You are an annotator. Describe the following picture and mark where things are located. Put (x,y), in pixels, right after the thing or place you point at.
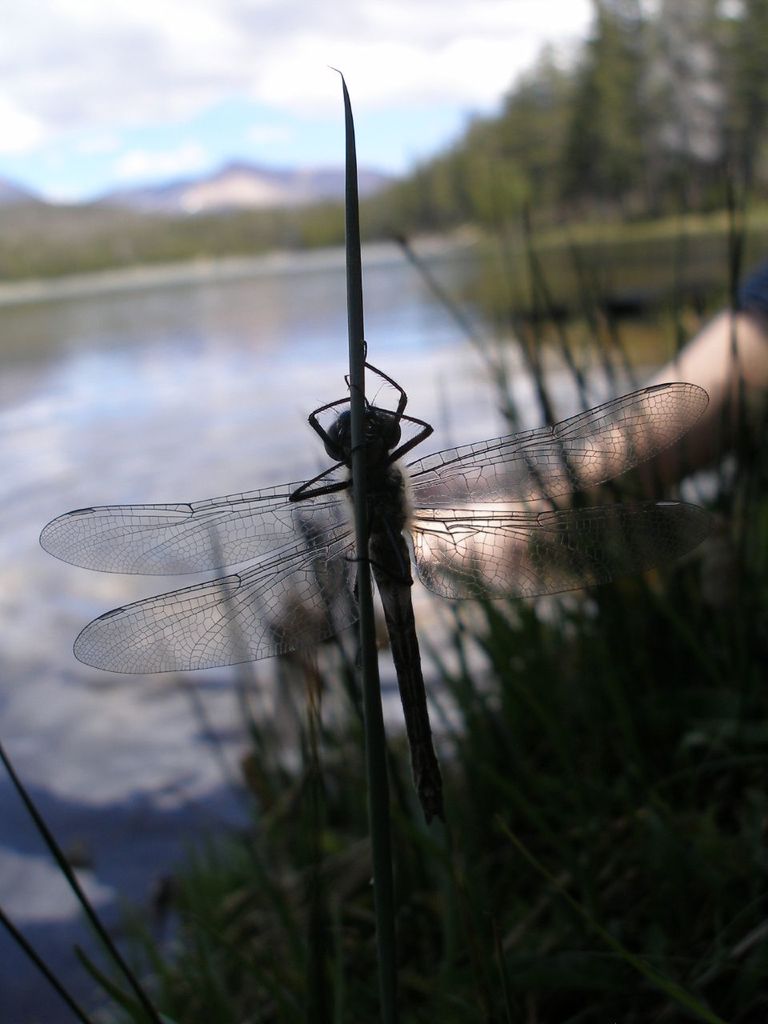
In the middle of the picture (413,499), we see an insect (339,582). At the bottom of the picture (437,900), we see grass (477,900) and reeds (541,760). We see water (276,386) in the pond (294,285). There are trees (377,206) and hills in the background (458,156). At the top of the picture (203,93), we see the sky (211,63) and the clouds (211,63).
